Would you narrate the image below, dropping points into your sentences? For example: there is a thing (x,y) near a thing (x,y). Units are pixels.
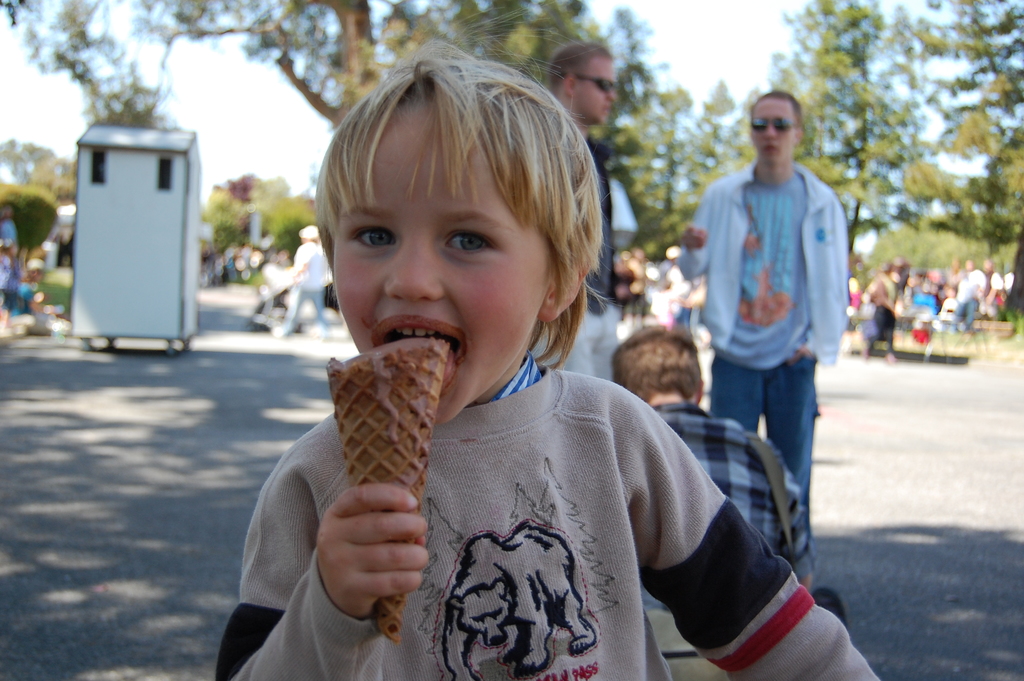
There is a child (493,497) eating an ice cream (413,391). In the back (753,336) there are many people (614,269). Also there are trees (814,97). There are two persons (570,110) wearing goggles (613,88). On the left side (146,189) There is a white box (82,159). In the background (170,117) there is sky (705,17).
